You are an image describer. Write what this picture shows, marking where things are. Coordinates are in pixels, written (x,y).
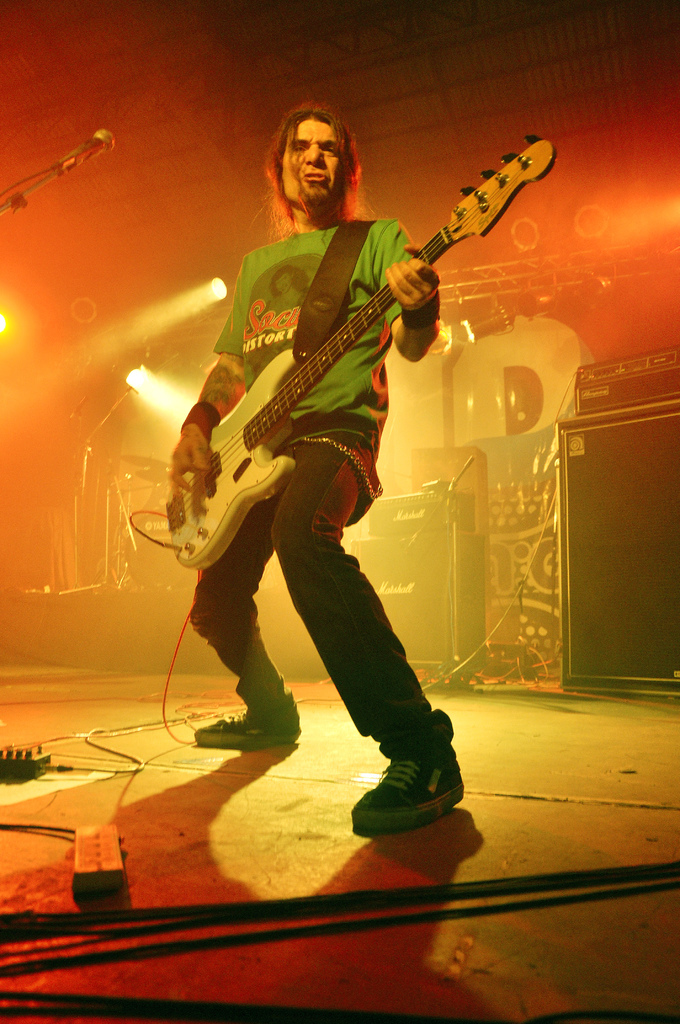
As we can see in the image there is a mic (77,157), light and a man (350,440) holding guitar (313,383).
